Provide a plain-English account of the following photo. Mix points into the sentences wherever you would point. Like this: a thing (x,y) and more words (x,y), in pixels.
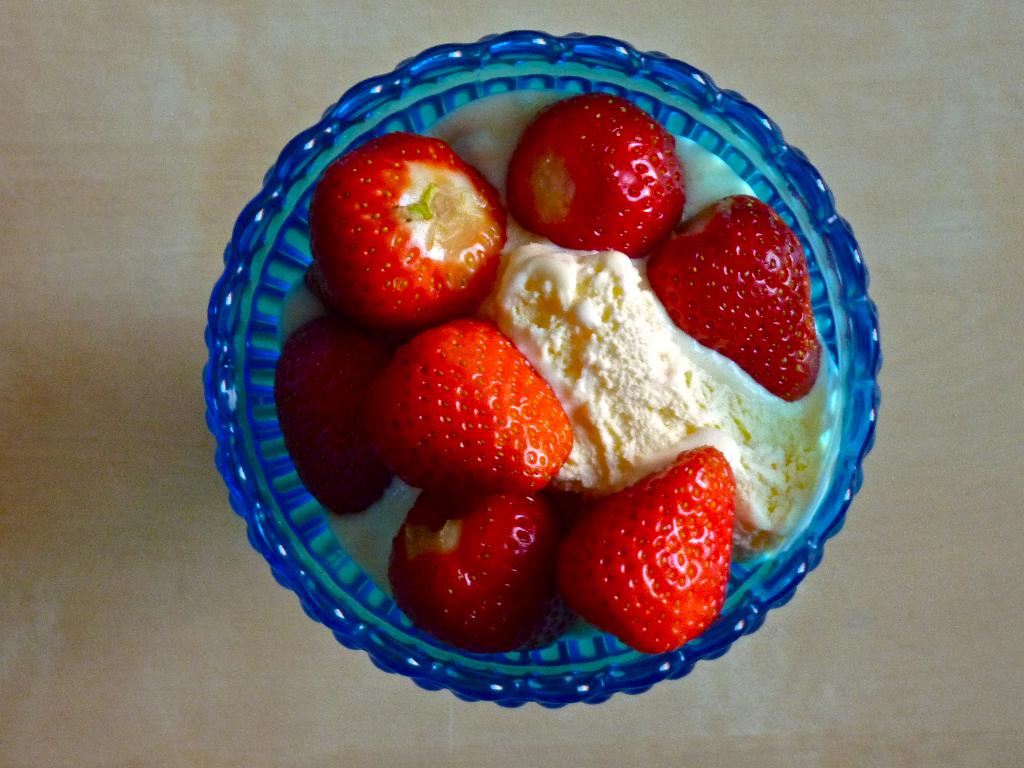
In this image I can see few strawberries (354,470) in red color, ice cream (578,396) in cream color in the bowl (270,504). The bowl (275,552) is in blue color and the bowl (275,572) is on the cream color surface (129,328).
